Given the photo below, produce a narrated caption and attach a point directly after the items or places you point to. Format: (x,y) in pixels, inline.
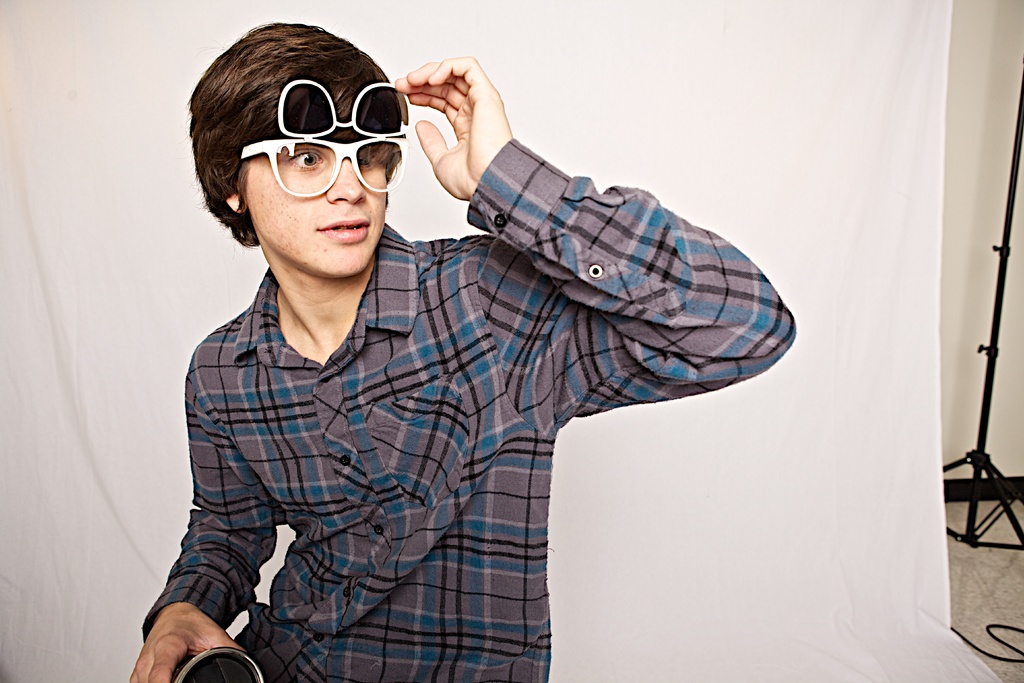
In the image we can see a man (390,444) wearing clothes (393,410) and spectacles (317,173). This is a white cloth (844,199), cable wire (1003,643), floor (993,590) and a stand (974,496), and the person (343,509) is holding an object (200,660) in hand (201,646).
